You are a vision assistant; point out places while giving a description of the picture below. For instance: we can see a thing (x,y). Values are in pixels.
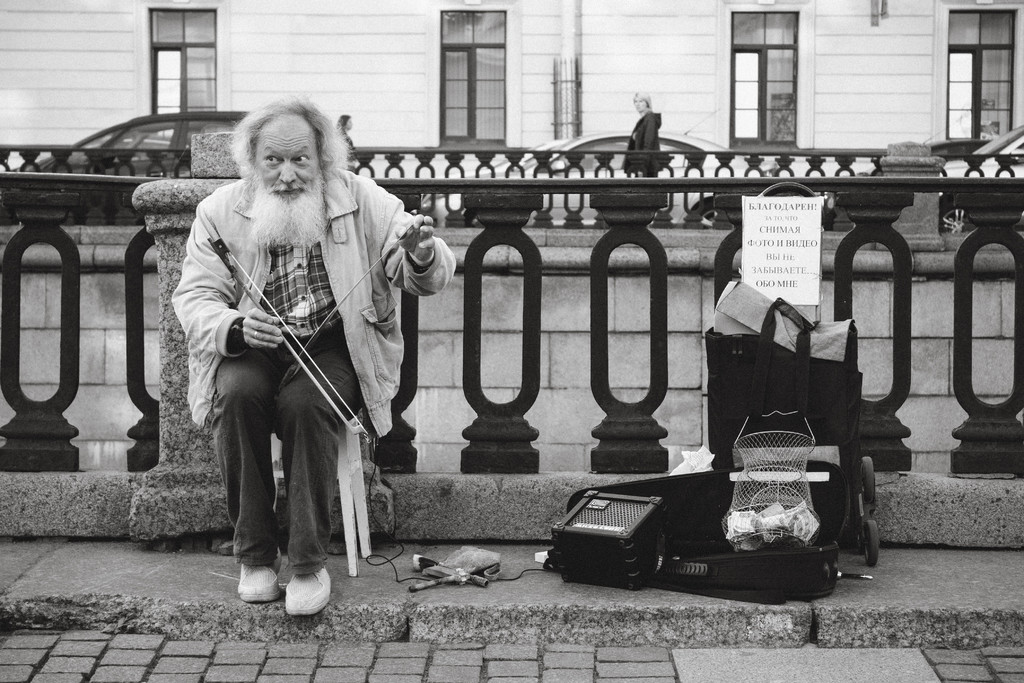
There is a person (344,176) sitting on chair (346,502) and playing musical instrument (225,249) near a pole (185,428) and fencing (149,176). On the right side (771,287), there is a board (809,240) which is on the bag (751,317), there is a speaker (591,542) and other objects (467,570) on the footpath (937,548). In the background (808,46), there is a person (636,143) standing on the footpath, there are vehicles (987,144) on the road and there is a white color building (547,29) which is having glass windows (204,61).
